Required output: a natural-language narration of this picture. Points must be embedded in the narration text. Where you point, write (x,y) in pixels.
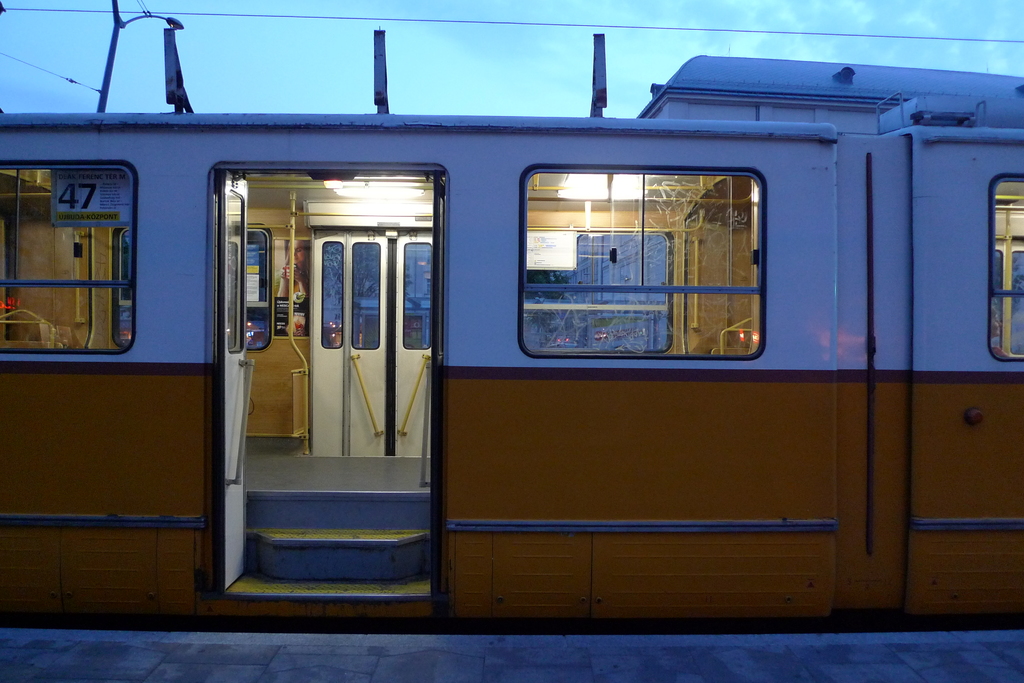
In this image there is a train (193,141), in the background (53,98) there is blue sky (237,49).
